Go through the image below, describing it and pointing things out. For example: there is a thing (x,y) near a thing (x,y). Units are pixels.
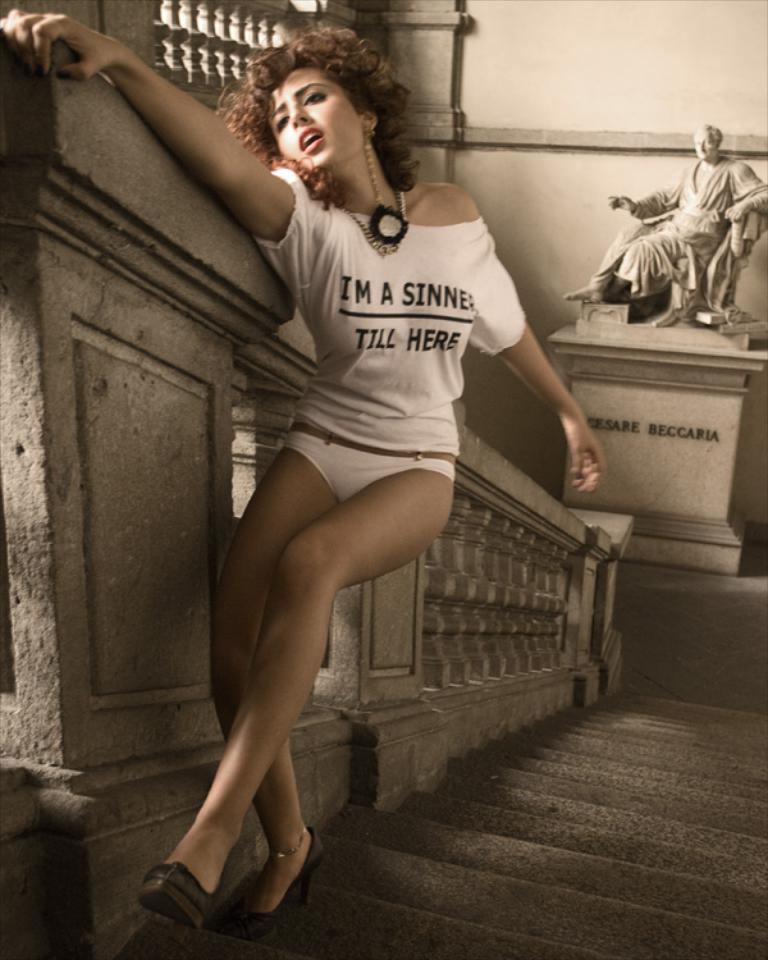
In the center of the image (364,458), we can see a lady (289,454) standing and holding a wall (126,245), we can see some stairs (608,753). In the background (649,248), there is a statue (655,221).
